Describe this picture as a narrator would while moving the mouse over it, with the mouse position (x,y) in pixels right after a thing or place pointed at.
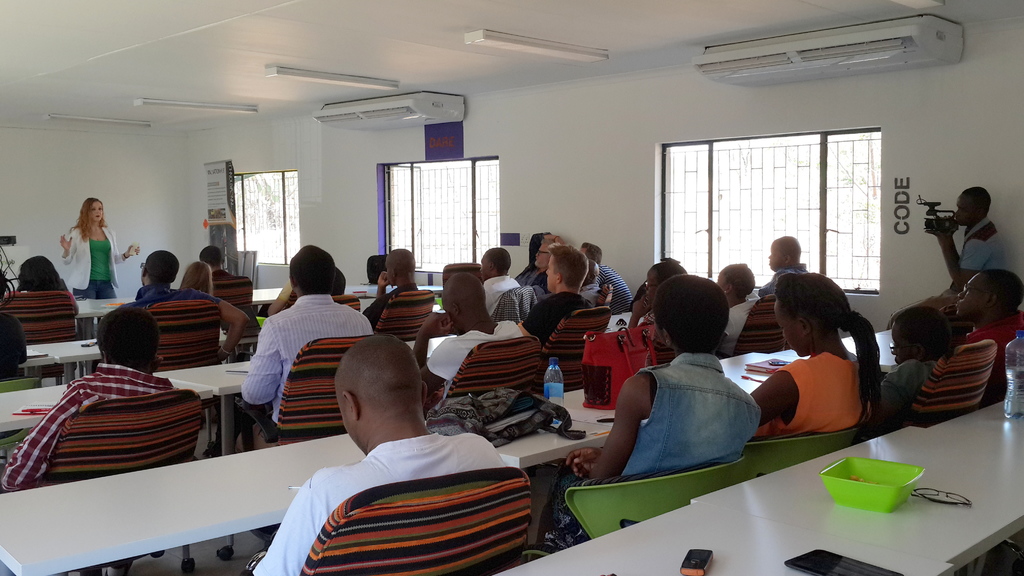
This is a inside view of a class room (349,268) and there is a window (419,175) on the middle (452,222) and there are some persons (778,270) sitting on the chair (362,515), on in front of them there is a tables (204,507), on the tables (215,498) there is a bag (585,380), bottle (560,396) and bowls (868,459) kept on the table (834,517). on the right corner (961,249) i can see a person (966,215) holding a camera (946,225), left middle a woman (80,245) wearing a white color shirt (78,261) and standing and there is a A. c (403,115) attached to the wall (491,117).
